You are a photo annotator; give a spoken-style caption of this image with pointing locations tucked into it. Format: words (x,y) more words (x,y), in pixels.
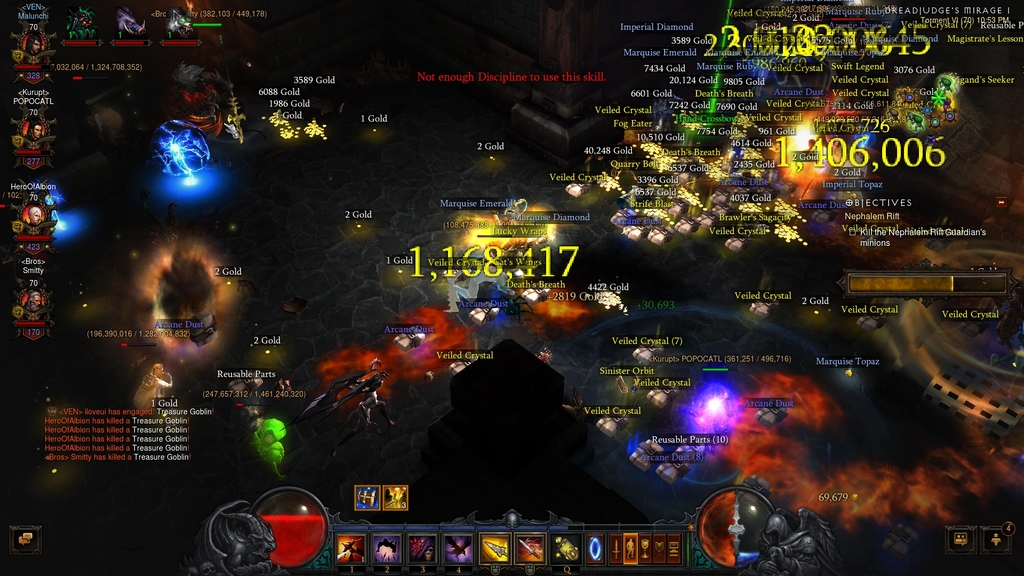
In this image I can see the screenshot of the game. In this screenshot I can see the text (407,326) and numbers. It is colorful. And this is a digital art.
